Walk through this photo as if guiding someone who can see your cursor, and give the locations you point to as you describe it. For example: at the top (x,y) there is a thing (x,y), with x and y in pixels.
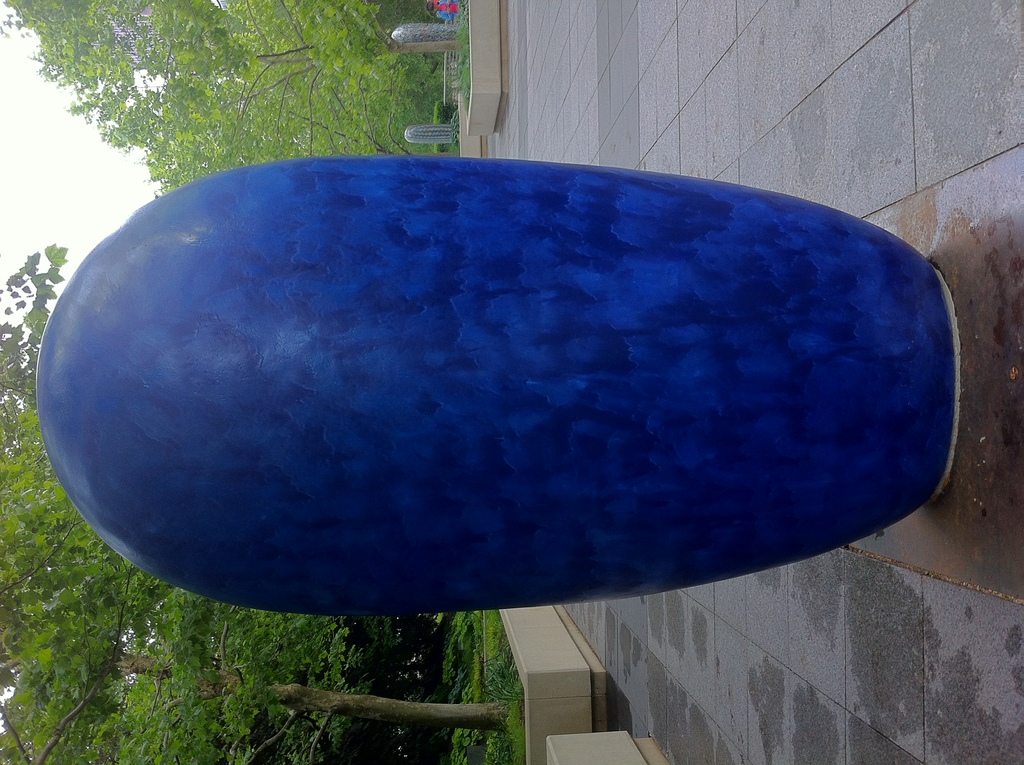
In this picture we can see a blue object (423,286) on the ground (694,715) and at the back of this object (571,423) we can see trees (275,128), plants (467,71) and some objects (440,134) and in the background (78,163) we can see the sky (70,170).
